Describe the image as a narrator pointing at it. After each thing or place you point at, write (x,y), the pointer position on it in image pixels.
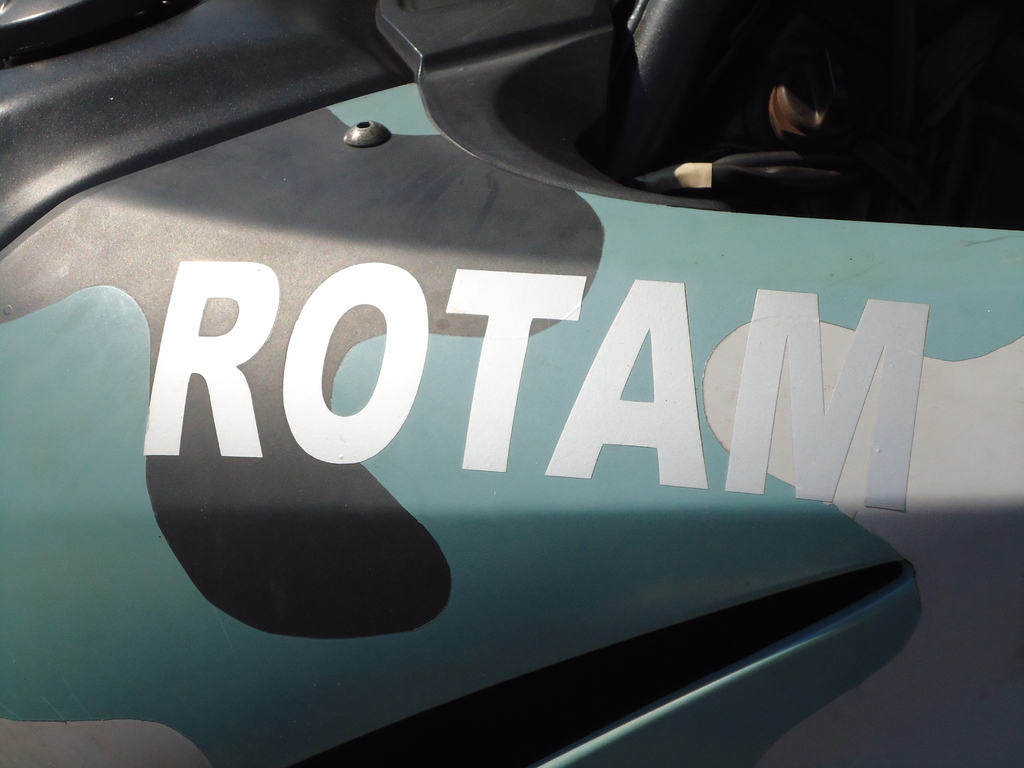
In this image we can see an object (491,542) which looks like a vehicle (533,434) and there is some text (671,389) on it.
